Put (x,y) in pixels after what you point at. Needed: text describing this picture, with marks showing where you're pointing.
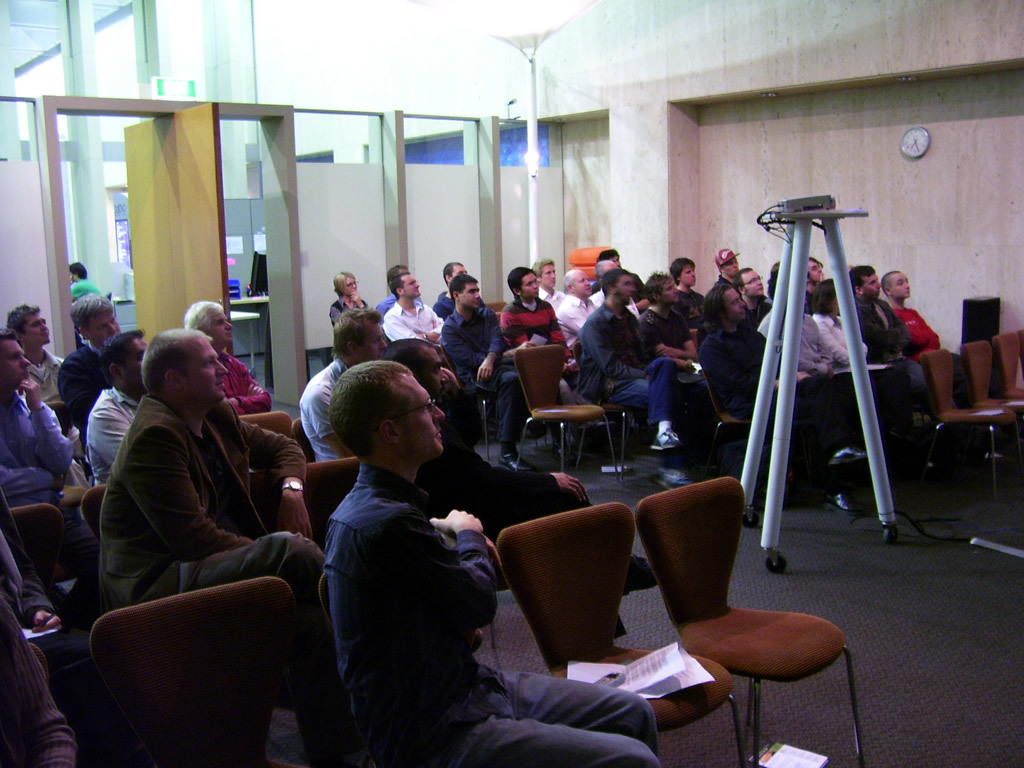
In this picture we can see a group of people (362,447) sitting on chair (343,474) and looking at some thing and in between them there is a stand (840,215) with projector (803,205) on it and in background (394,110) we can see door (160,170), wall (586,136), watch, some person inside the room (113,265).
